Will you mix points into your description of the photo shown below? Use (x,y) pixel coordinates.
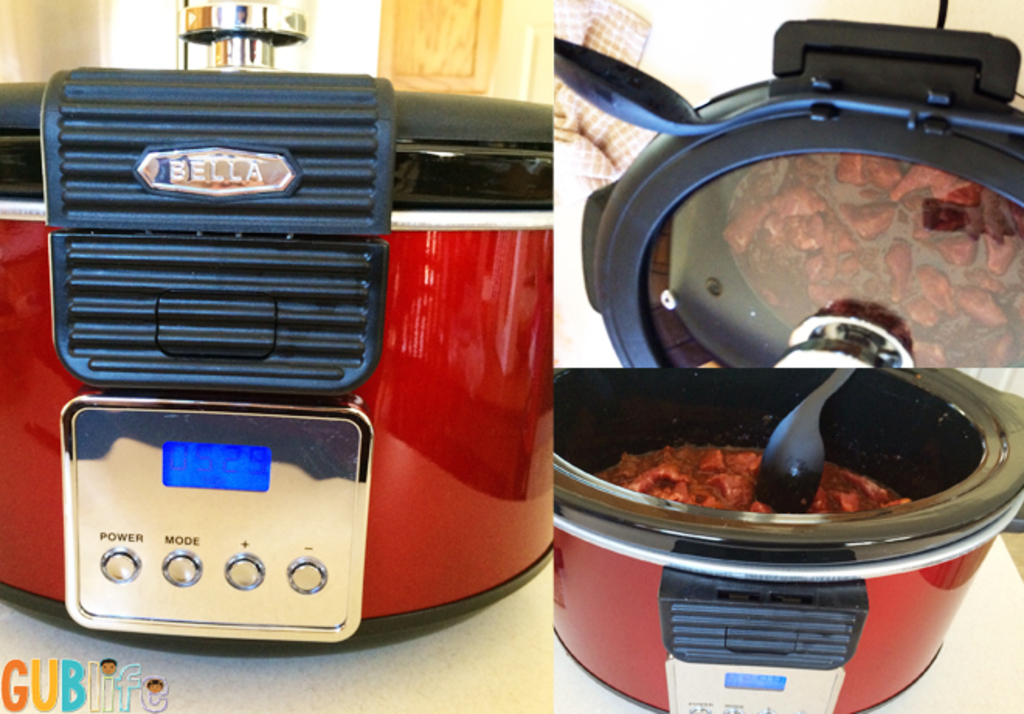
This is an edited image with the collage of images. On the left (169,143) we can see a cooking utensil (435,147) and we can see the buttons (196,567) and the text (194,177) and the numbers (258,457) on the utensil (426,410). On the right (796,469) we can see a spoon (785,483) and some food items (726,463) in the utensil (756,138) and we can see some other objects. In the bottom left corner (90,684) we can see the watermark (145,686) on the image.
